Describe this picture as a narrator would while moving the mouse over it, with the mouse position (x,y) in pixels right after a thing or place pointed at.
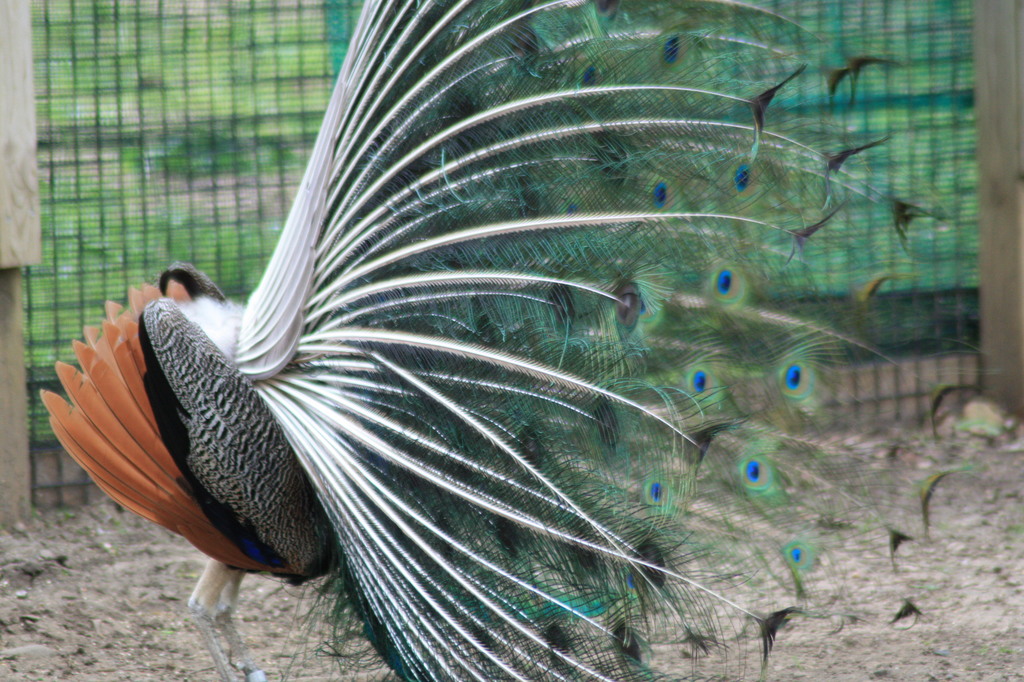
Here we can see a peacock (748,417) on the ground (831,654). In the background (98,57) there is a grill (944,405).
